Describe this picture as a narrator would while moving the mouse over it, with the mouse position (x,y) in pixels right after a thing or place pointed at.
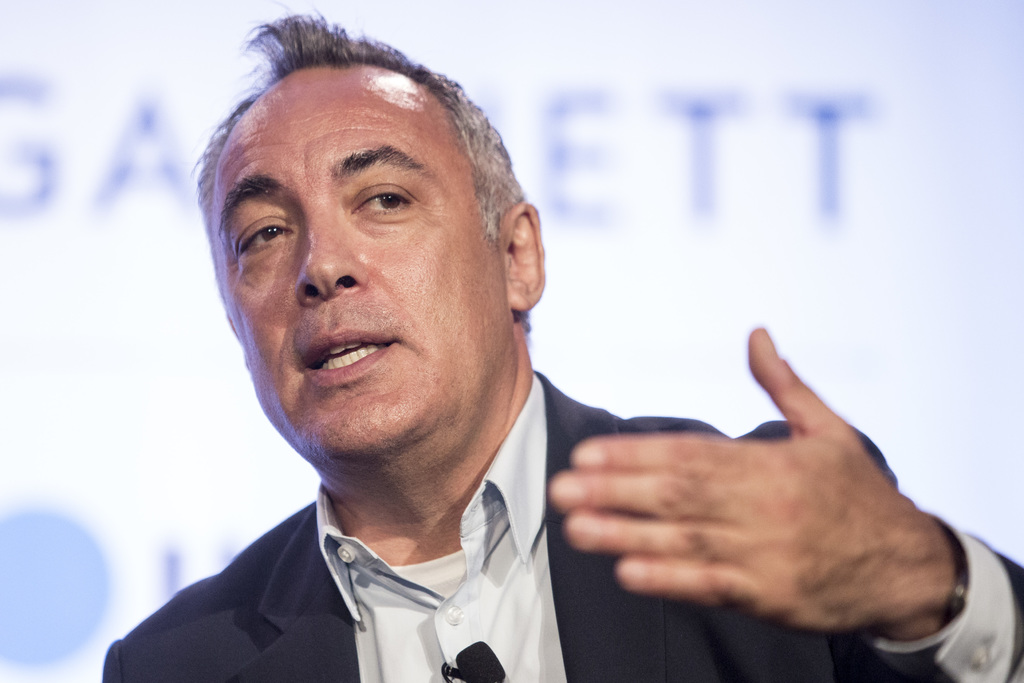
In this picture there is a man (518,544) talking. In the background of the image (801,277) it is blurry.
